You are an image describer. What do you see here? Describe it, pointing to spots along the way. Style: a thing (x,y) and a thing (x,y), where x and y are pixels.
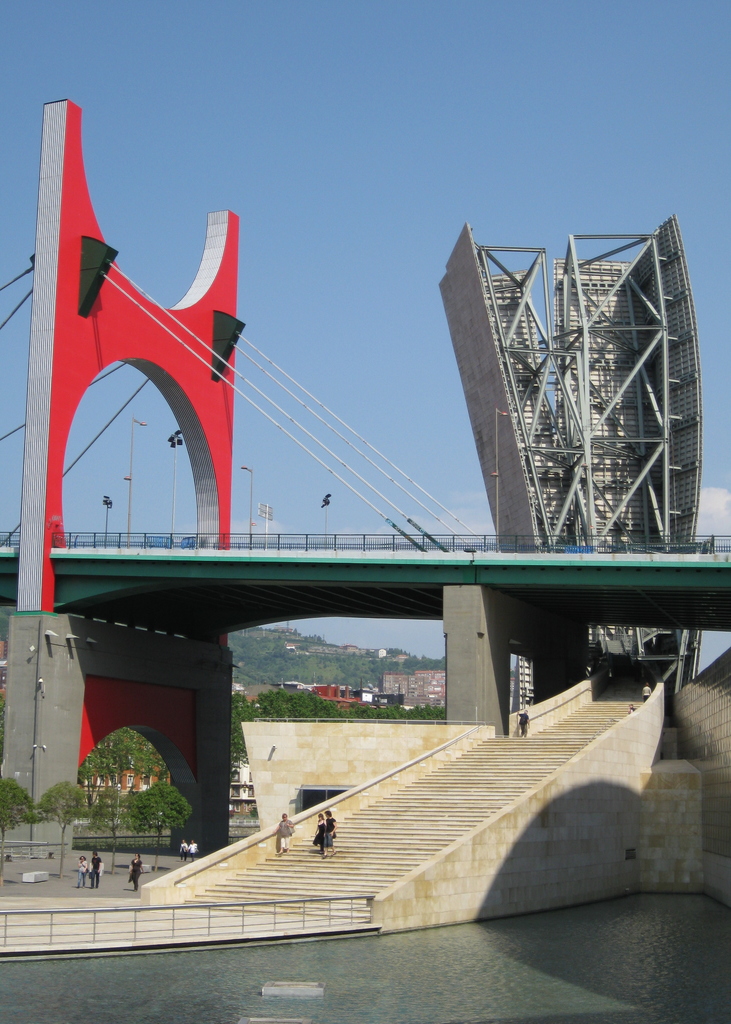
In this picture there is water (579,950) at the bottom side of the image (257,964) and there are stairs (396,813) in the center of the image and there is a bridge (309,580) in the center of the image (475,639), there are people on the left side of the image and there are buildings (277,631) and trees (380,660) in the background area of the image (256,659).
